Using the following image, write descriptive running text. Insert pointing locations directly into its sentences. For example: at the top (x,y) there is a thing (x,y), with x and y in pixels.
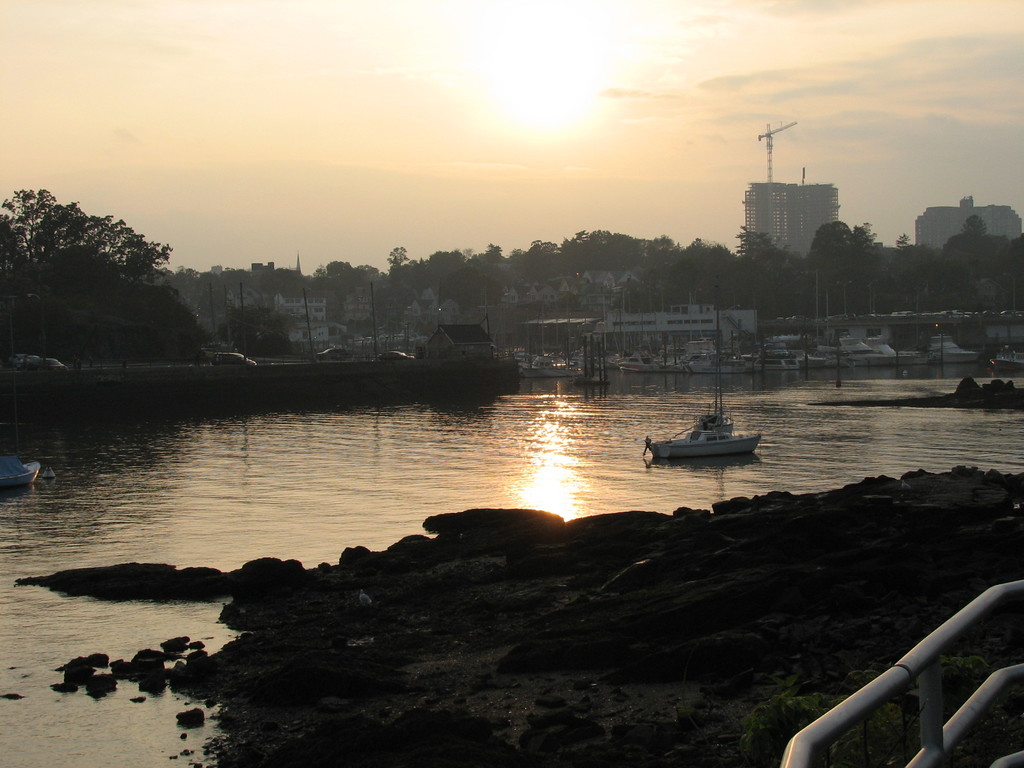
The picture is taken outside a city along the bank (868,495) of a river (912,450). In the foreground (262,659) there are stones (683,559), railing (980,599), mud (447,670) and water (507,486). In the water (689,420) there are boats (753,362). In the center of picture (453,268) there are trees (627,260) and buildings (625,274). At the top (540,99) it is sun (537,82), it is little bit cloudy.
